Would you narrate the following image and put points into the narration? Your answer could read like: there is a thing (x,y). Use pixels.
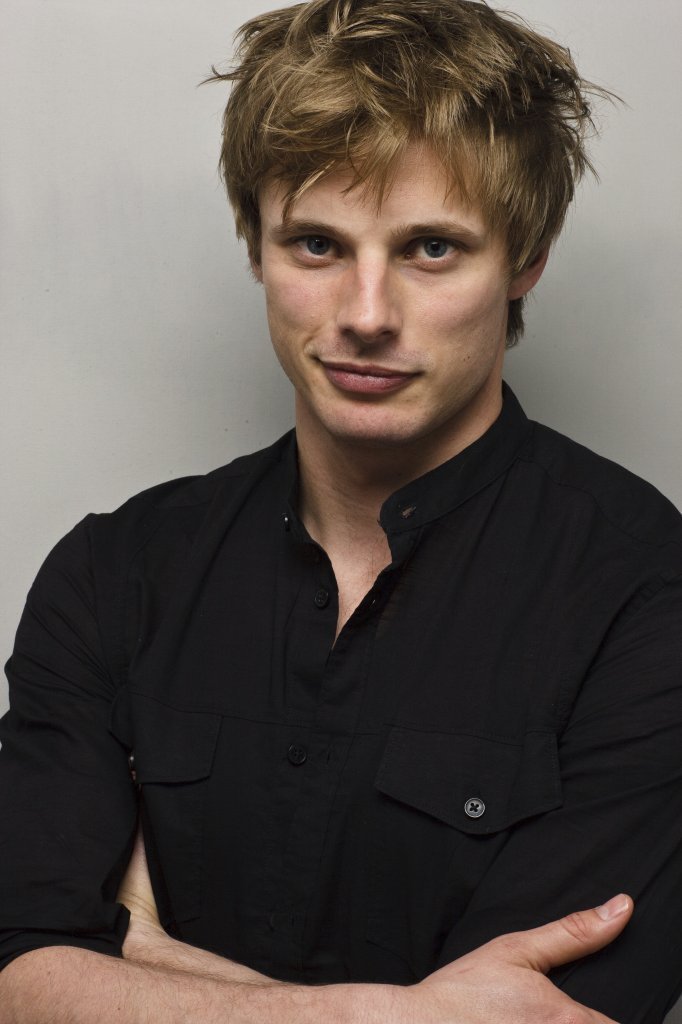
In this picture there is a man (282,761) with black shirt (491,570) is standing and smiling. At the back (109,325) it looks like a wall (141,361).
